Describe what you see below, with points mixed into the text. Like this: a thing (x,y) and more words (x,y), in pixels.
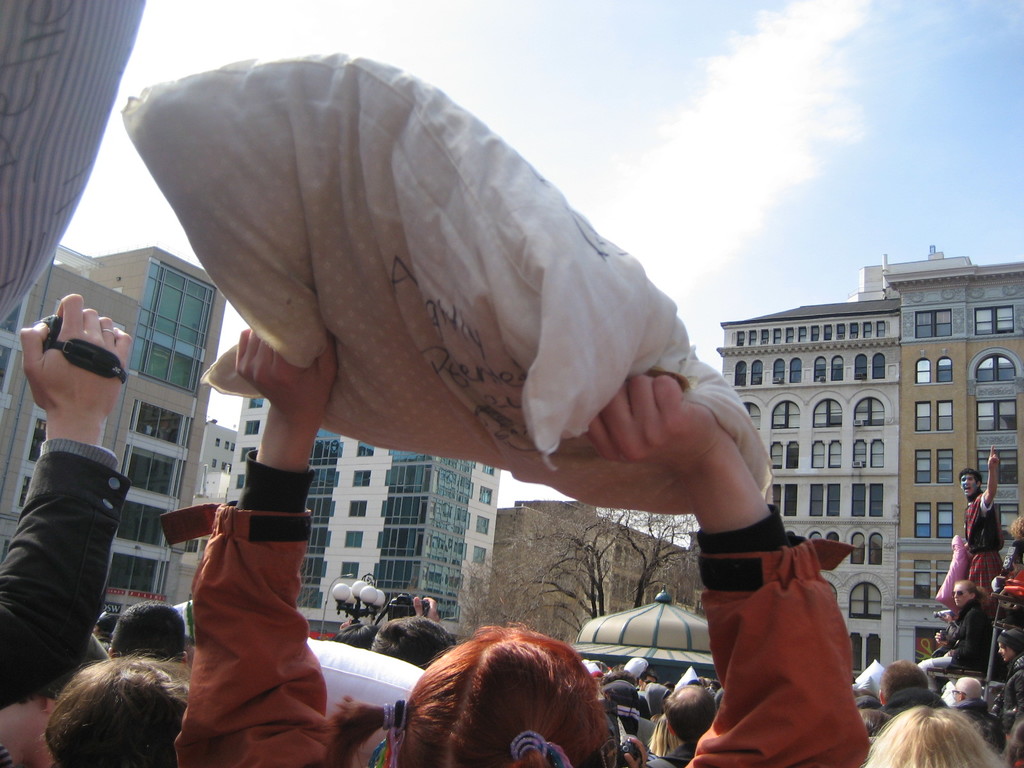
At the bottom of the image (487,755), we can see a group of people (191,647). Few people (52,601) are holding some objects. Here a person (500,726) is holding a cushion (365,391). Background (1002,498) we can see street lights (378,597), buildings (381,569), trees (567,606), walls (390,462), glass windows (330,456) and sky (949,8).
